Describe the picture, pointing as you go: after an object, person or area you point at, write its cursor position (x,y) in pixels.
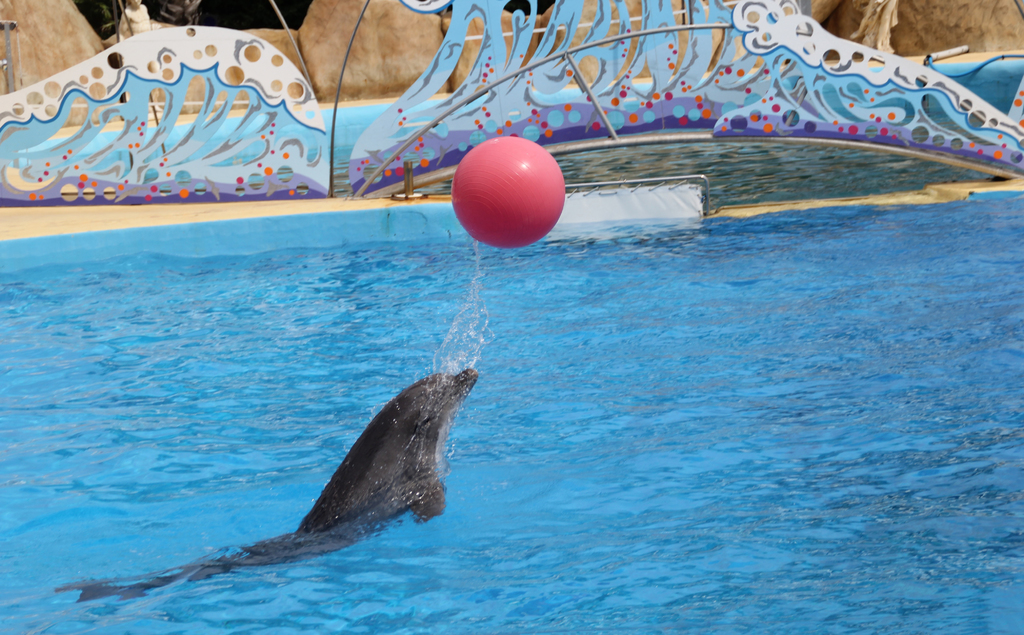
In this image we can see water (636,460). In the water (445,481) there is a dolphin (412,472). Also there is ball (501,180). In the back (136,92) there are some decorative items (410,107). Also there is a wall (364,50) in the background (374,37).
